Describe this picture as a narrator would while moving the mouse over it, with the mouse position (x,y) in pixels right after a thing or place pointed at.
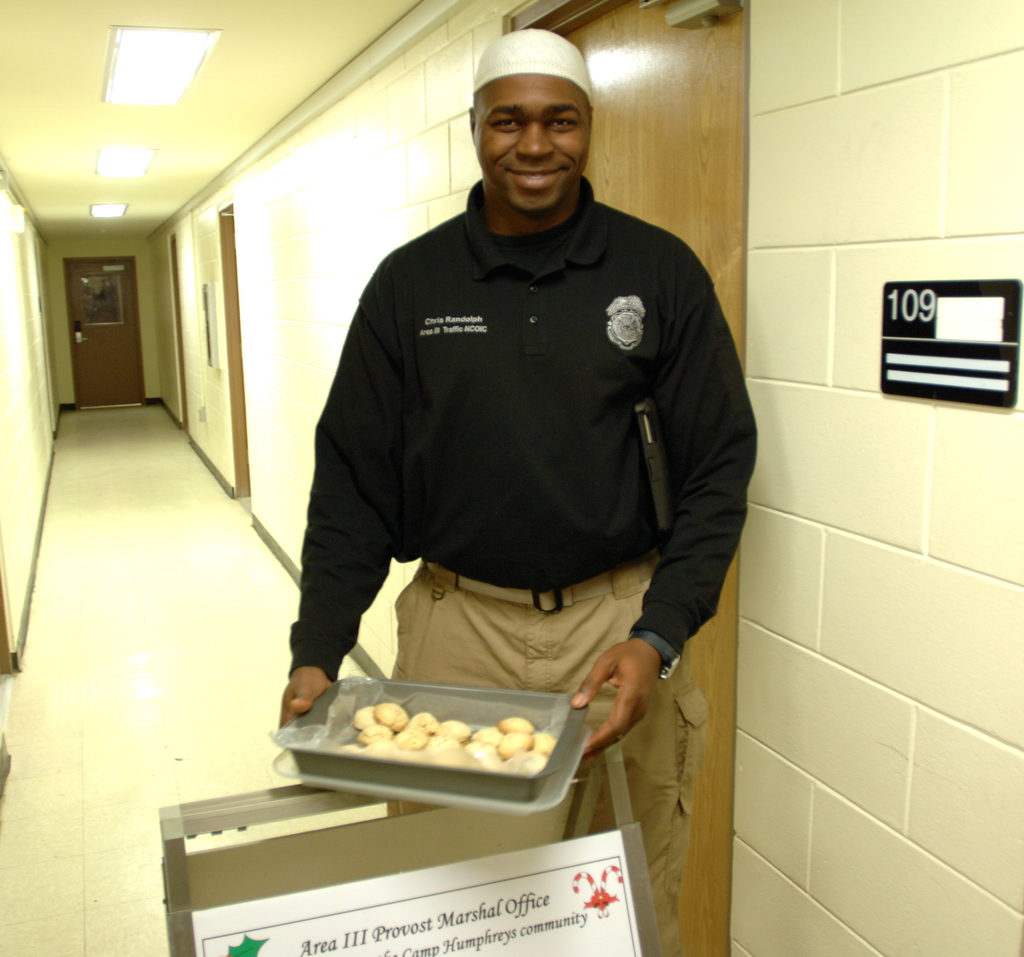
In this image there is a person (550,488) holding a tray (568,778). There is a wall (36,351). There is a small blackboard (980,365) on the side. There is a door (137,351) in the background (101,314). There is a roof (286,14) with lights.
